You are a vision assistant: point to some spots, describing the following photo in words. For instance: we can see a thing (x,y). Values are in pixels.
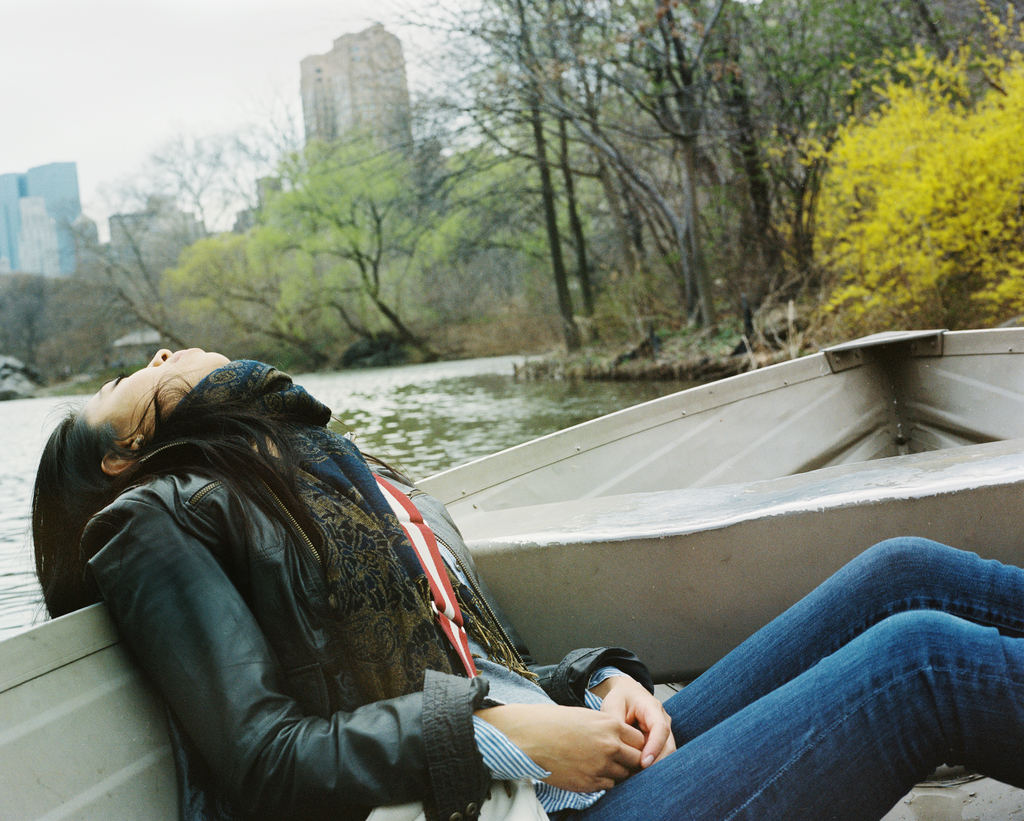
In this image I can see a woman (213,511) who is sitting on a boat (138,733). In the middle of this picture (388,449) I can see the water (403,442) and number of trees (335,235). In the background (387,102) I can see the buildings (0,235) and the sky (225,100).
